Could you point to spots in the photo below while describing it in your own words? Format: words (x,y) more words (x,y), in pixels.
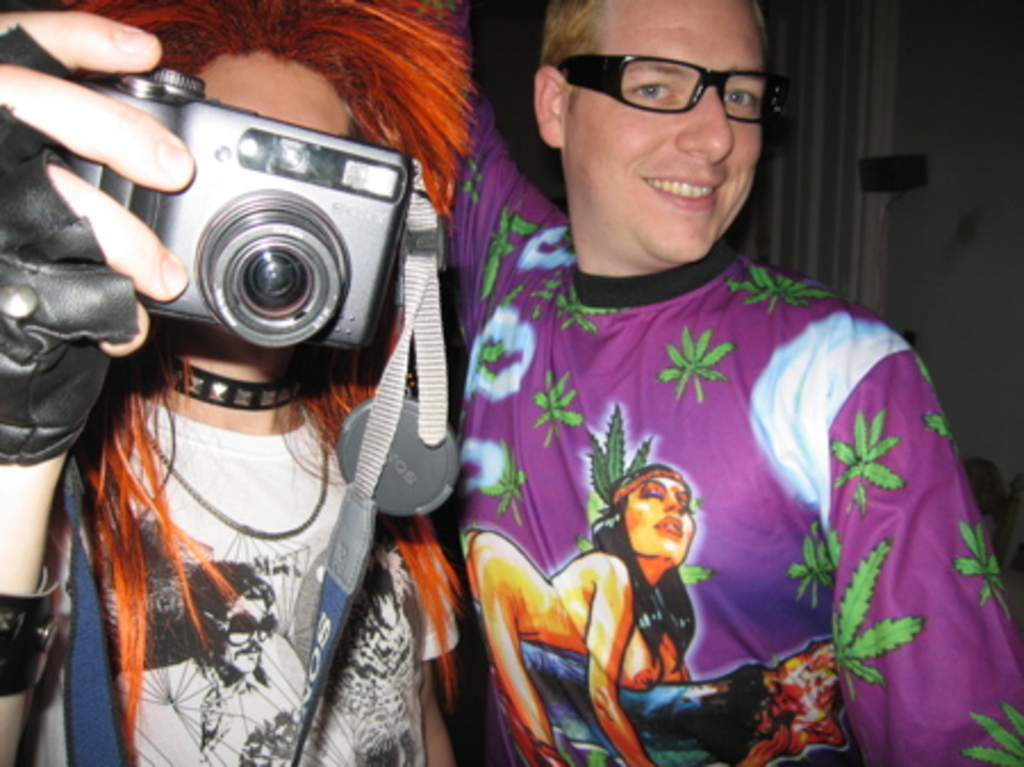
In this picture we can see two people (509,569) and one person (402,586) is holding a camera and in the background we can see a wall (1014,293) and some objects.
